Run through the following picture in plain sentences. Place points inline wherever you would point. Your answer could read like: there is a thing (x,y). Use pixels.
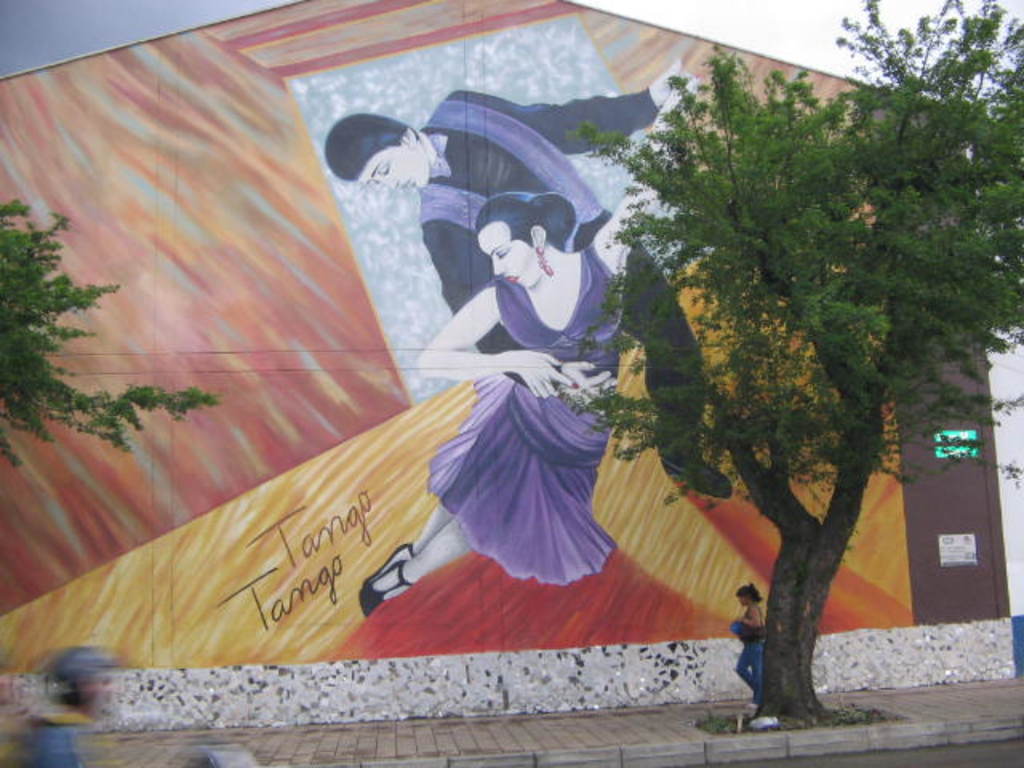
This is the wall painting (309,495) of the man (442,181) and woman (488,301) dancing. These are the trees (699,345). I can see a woman (753,661) walking on the footpath (648,740). I think there is a person (76,722) riding a vehicle (230,766). This looks like a road (971,759).
